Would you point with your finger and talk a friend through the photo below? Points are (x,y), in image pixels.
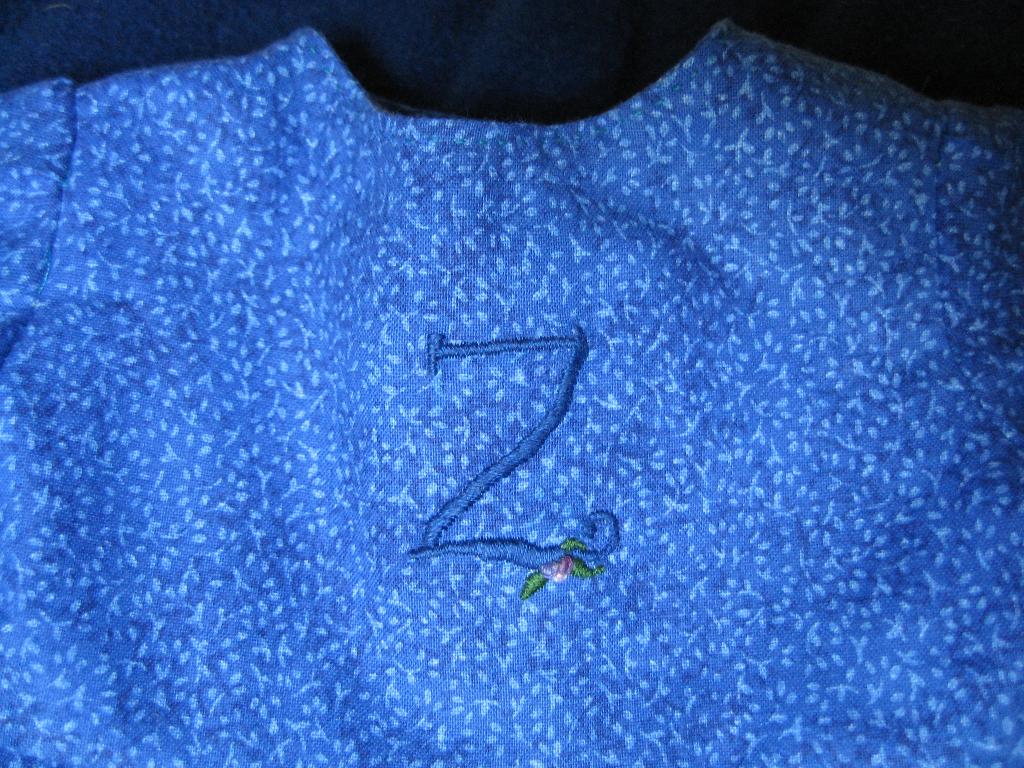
In the center of the image (502,379) we can see a cloth (487,379) is present.
